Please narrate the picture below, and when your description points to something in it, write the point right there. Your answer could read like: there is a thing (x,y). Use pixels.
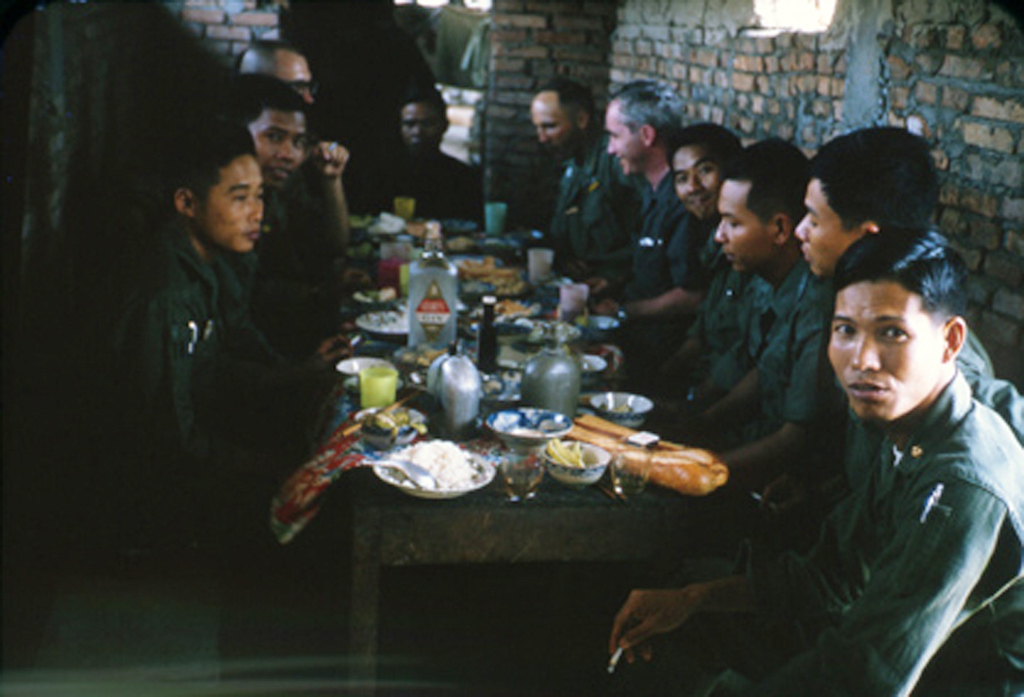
In this image we can see persons (858,625) sitting around the table (469,435). On the table (394,357) we can see beverage bottles (411,326), glasses (405,205), bowls (513,424), plates (453,219) and food (444,445). In the background (600,101) there is wall (802,40).
